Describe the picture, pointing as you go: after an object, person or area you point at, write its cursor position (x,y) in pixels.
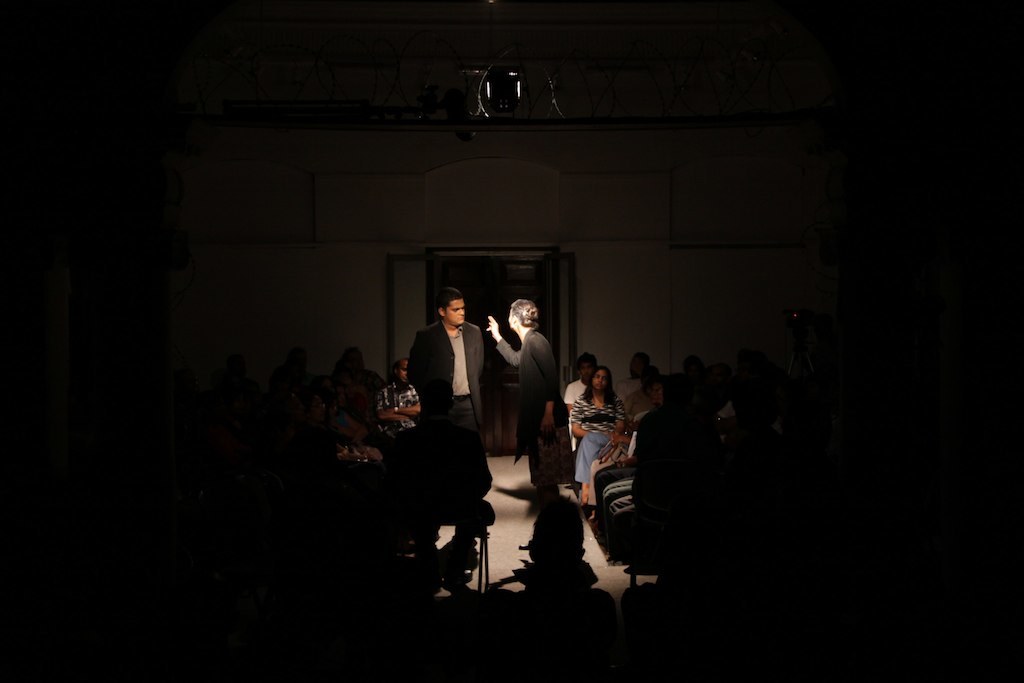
In this image there are so many people (408,464) sitting and standing in a room (146,560).
